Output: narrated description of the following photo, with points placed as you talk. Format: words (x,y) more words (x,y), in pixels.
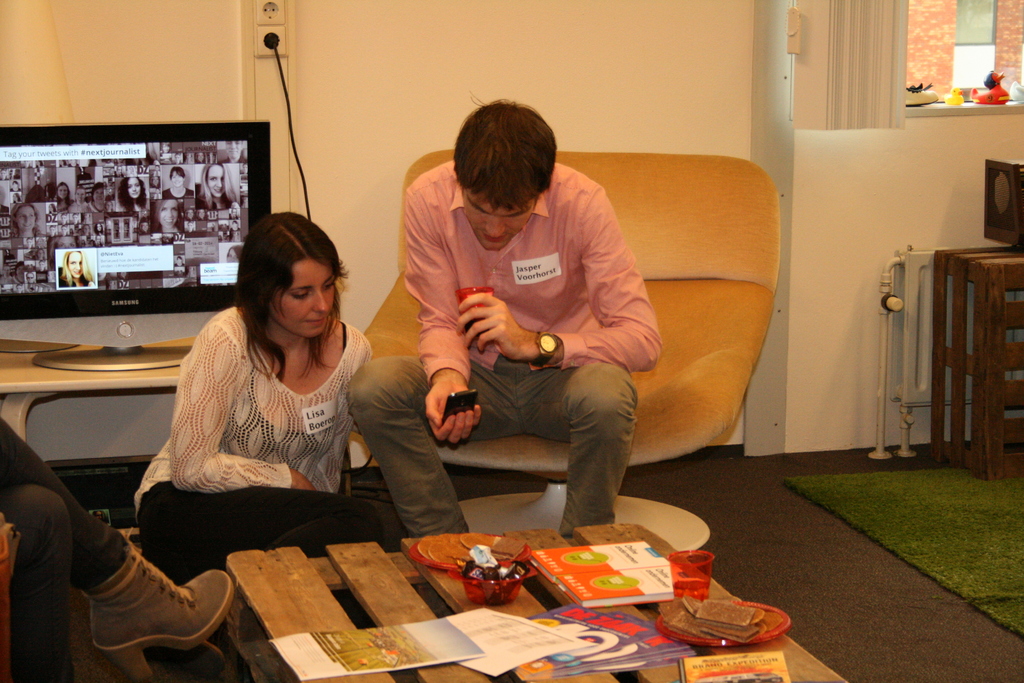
In this picture there is a man (499,337) sitting on chair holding a phone (464,403) and cup (464,296) in his hands (469,312). There is a woman (310,390) sitting on the ground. There is a television (46,189). There is also another person (62,604) sitting on a chair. There is a book (443,634), biscuits (701,611), cup (699,581), plate (718,642) on the table (458,601). There is a green carpet (922,511). There are some toys (976,100) on the wall (945,148).
